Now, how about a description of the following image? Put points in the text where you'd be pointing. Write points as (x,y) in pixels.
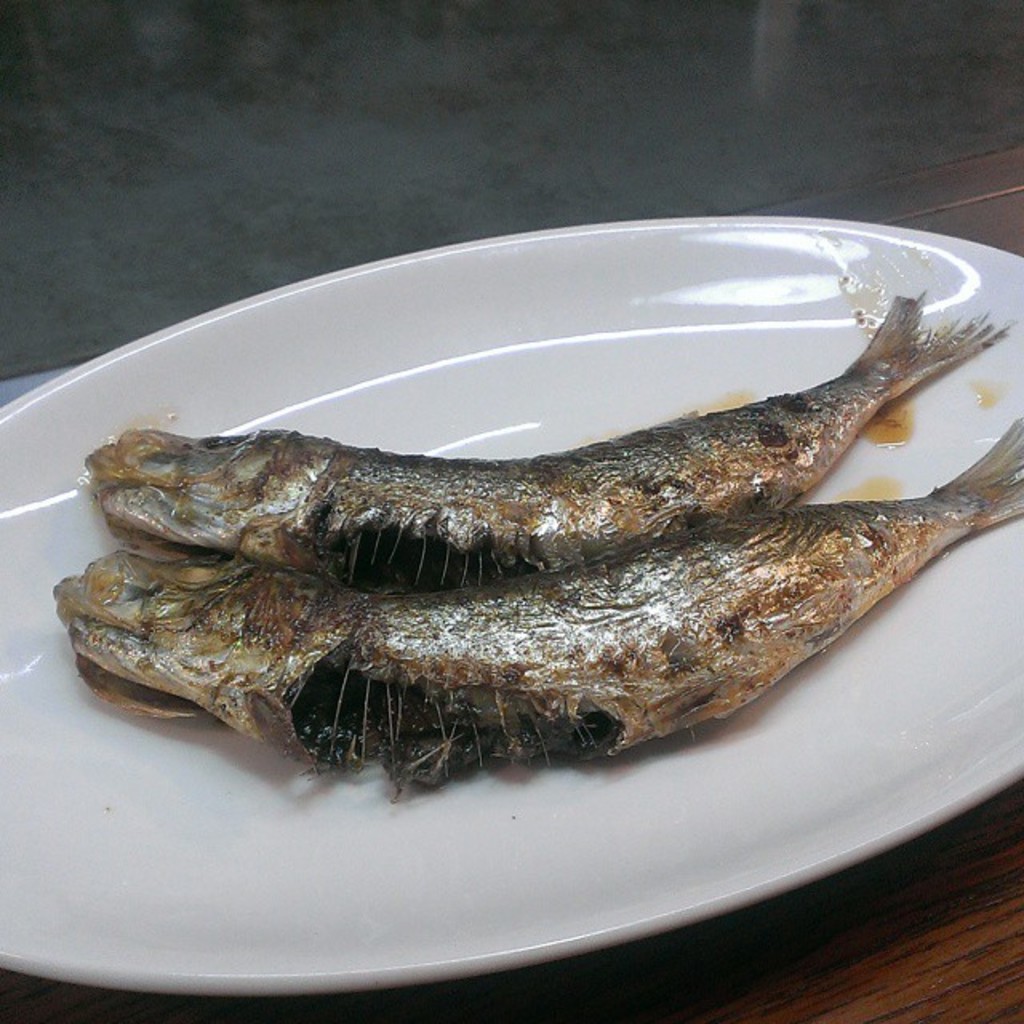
In this image we can see two cooked fishes (522,573) in a white color plate (546,820).
